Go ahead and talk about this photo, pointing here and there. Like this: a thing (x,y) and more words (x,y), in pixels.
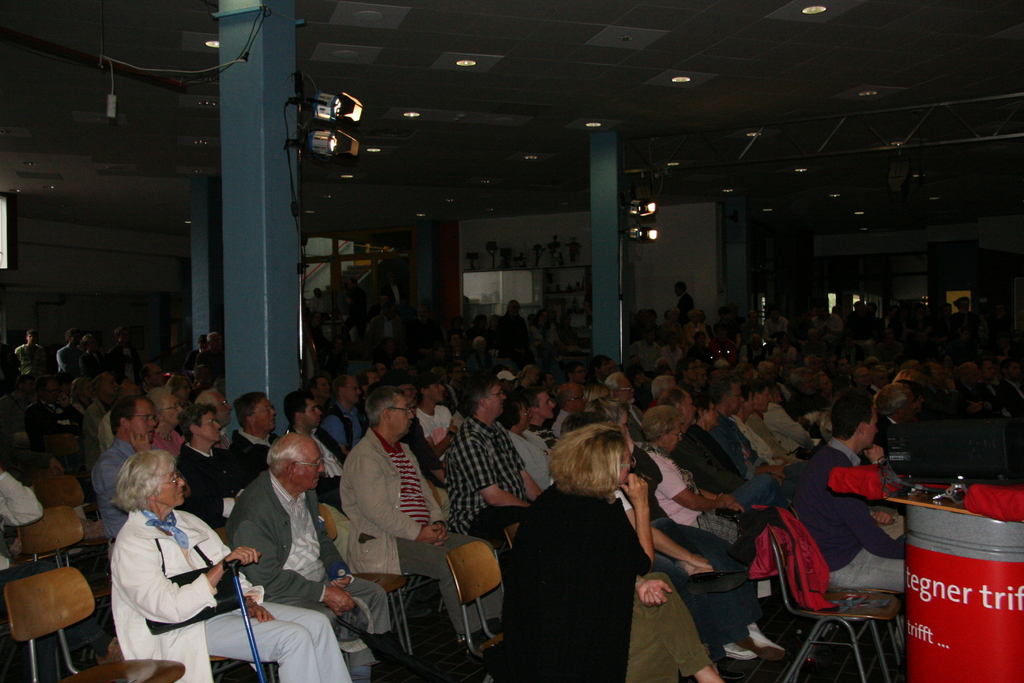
In this image some crowd (815,381) sitting in chairs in a room (705,328). There are four pillars (246,246) in middle of them. There are two lights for each of two pillars (281,234). To the bottom right (912,509) there is a drum (985,609).
